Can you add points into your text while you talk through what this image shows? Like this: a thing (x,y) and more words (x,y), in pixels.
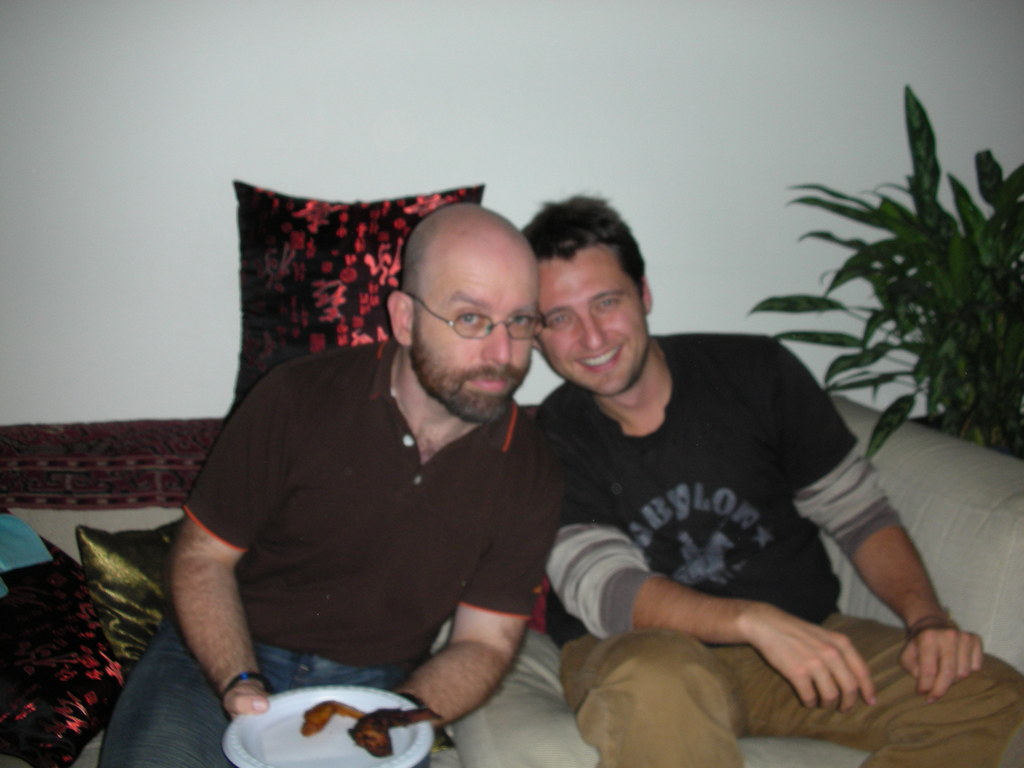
There are two men (580,535) sitting on sofa (485,754) and this man (357,662) holding plate (296,704) with food (341,705) and we can see pillows (138,574). On the background (601,103) we can see wall (784,139) and plants (887,275).
